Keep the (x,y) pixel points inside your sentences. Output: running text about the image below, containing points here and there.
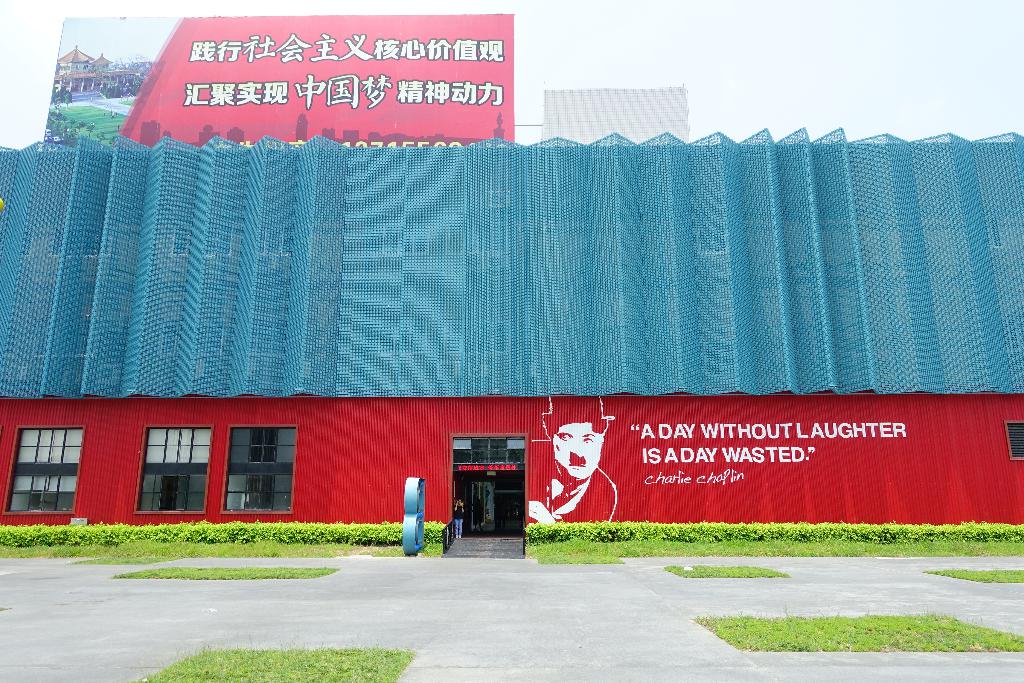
In this picture we can see a building (18,511) with windows (153,501), banner (374,37), trees (141,534), grass (162,556), path (291,620) and in the background (793,48) we can see the sky (629,52).
